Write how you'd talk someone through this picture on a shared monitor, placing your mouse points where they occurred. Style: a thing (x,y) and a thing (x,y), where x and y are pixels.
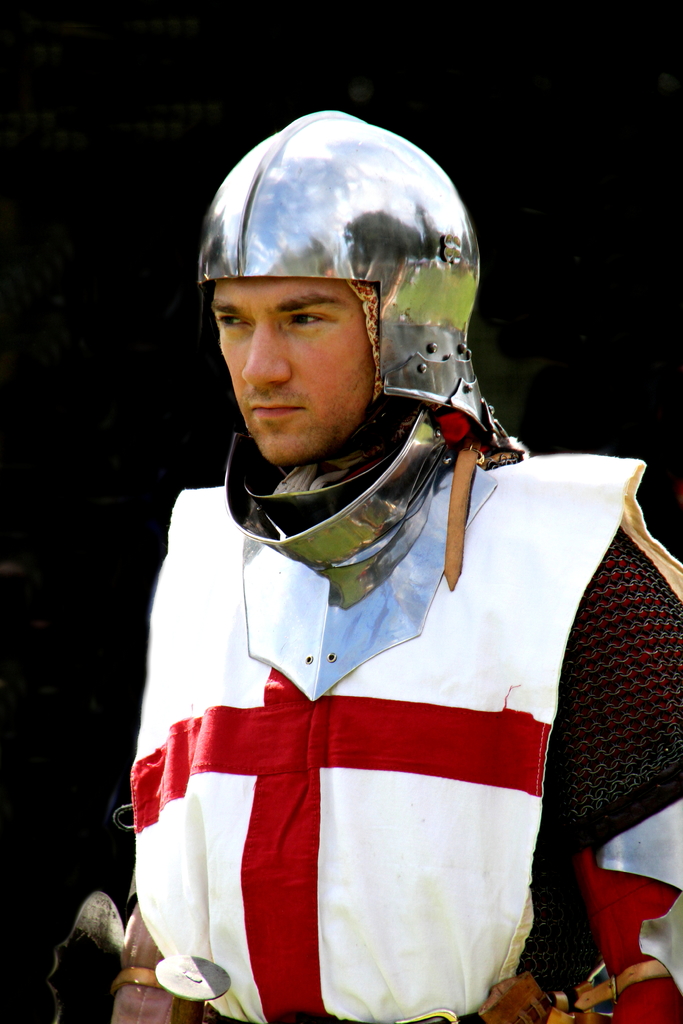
In this picture I can see a man (308,409) with a helmet (457,374), and there is dark background (149,260).
